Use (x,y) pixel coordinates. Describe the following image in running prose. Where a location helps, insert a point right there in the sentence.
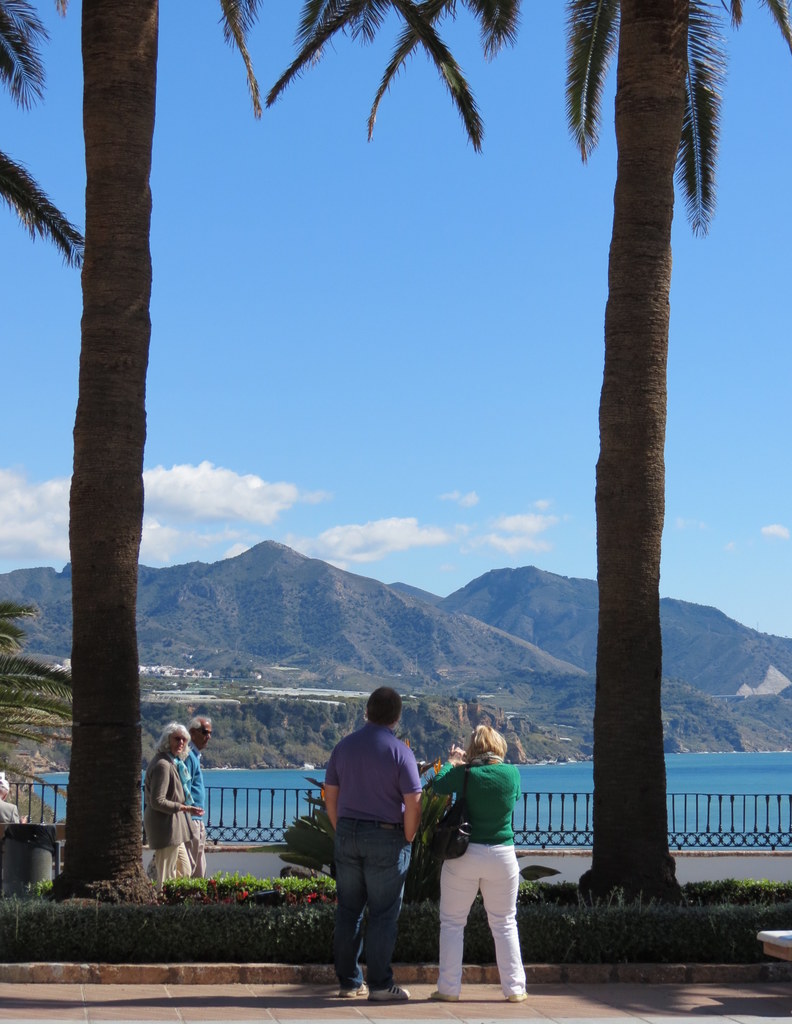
In this image we can see the people (355,930) standing on the path (210,985). We can also see the grass (222,931), plants (257,913) and also the trees (122,299). We can also see the fence (575,818) and behind the fence (749,830) we can see the hills (553,664) and also the sea (679,763). In the background (496,353) we can see the sky (359,431) with some clouds (170,469).
